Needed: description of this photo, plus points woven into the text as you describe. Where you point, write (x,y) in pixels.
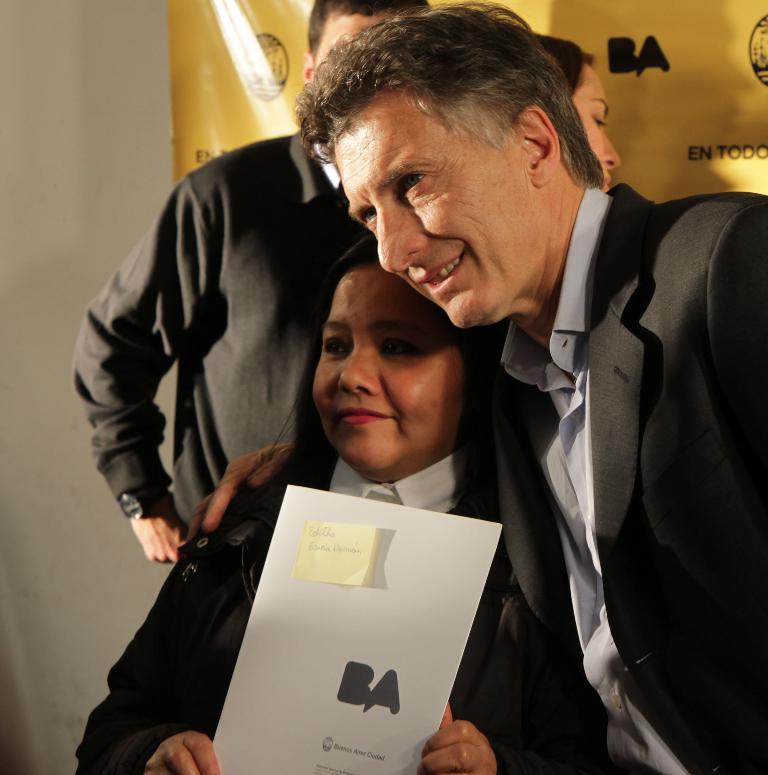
In this picture we can observe a man (430,162) and a woman (322,463). The woman (475,663) is holding a white color board (361,679) in her hand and smiling. The man (517,343) is wearing black color coat (630,586). In the background (301,300) there are two members (273,252) standing. We can observe yellow color poster (291,67). On the left side (47,284) there is a wall (72,257).
